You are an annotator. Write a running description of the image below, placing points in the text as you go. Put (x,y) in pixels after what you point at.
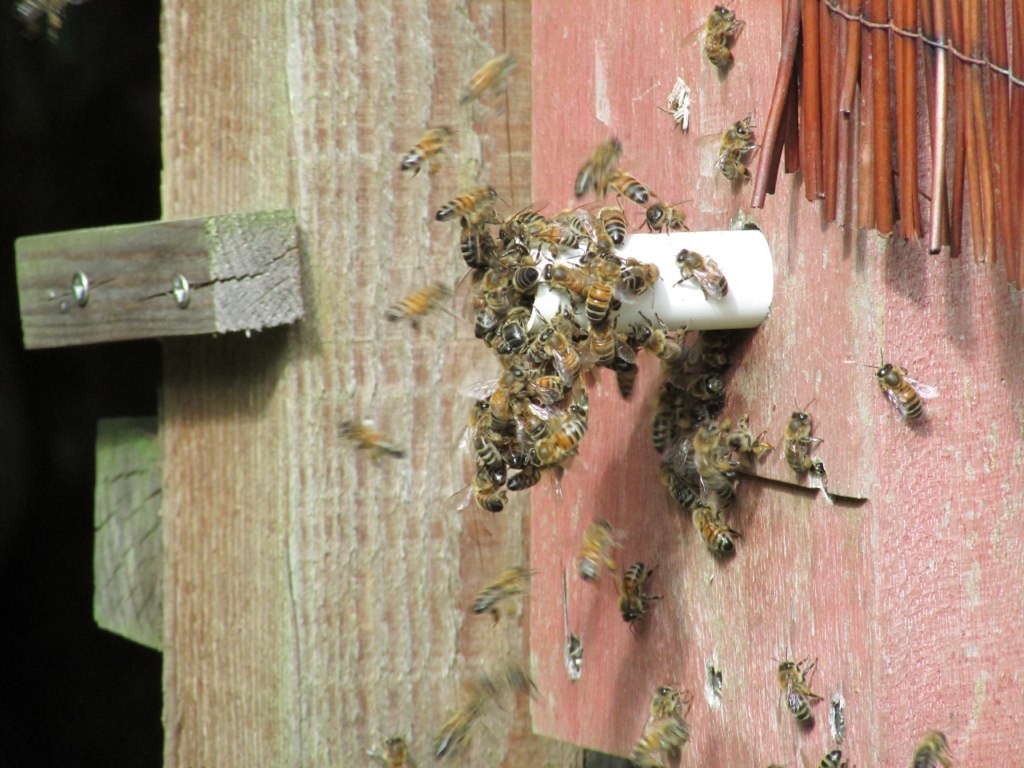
In this image, we can see honey bees (636,194) on wooden surface (752,393) and pipe (658,301).
